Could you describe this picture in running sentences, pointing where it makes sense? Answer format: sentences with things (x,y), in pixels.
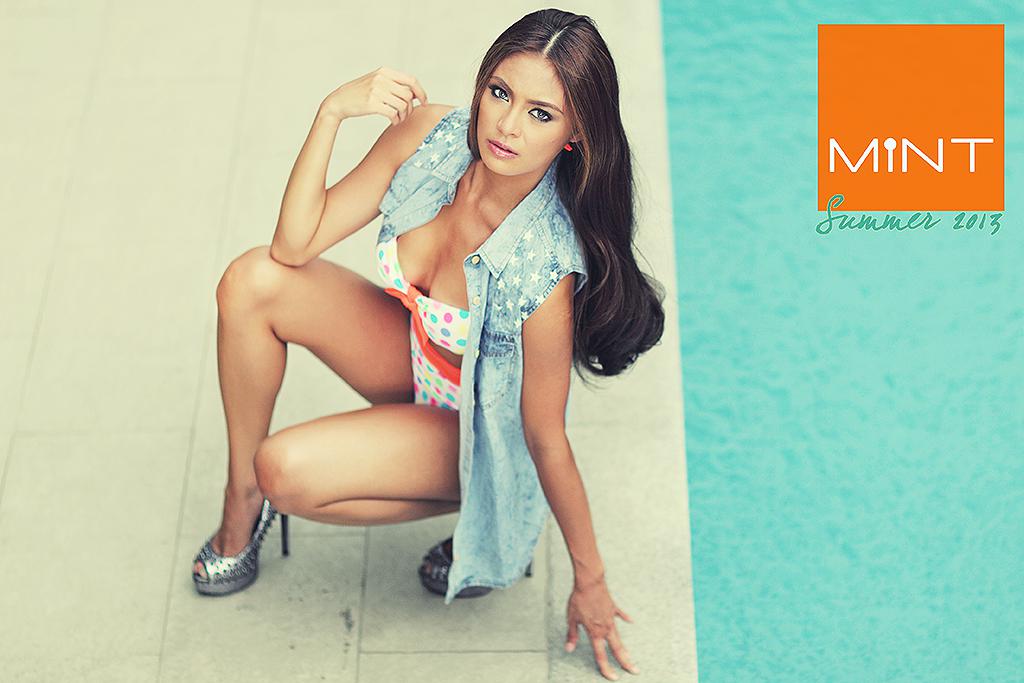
In this picture we can see a poster (410,197). We can see a woman (275,235) in a squat position and she is giving a pose. In the top right corner of the picture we can see text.
